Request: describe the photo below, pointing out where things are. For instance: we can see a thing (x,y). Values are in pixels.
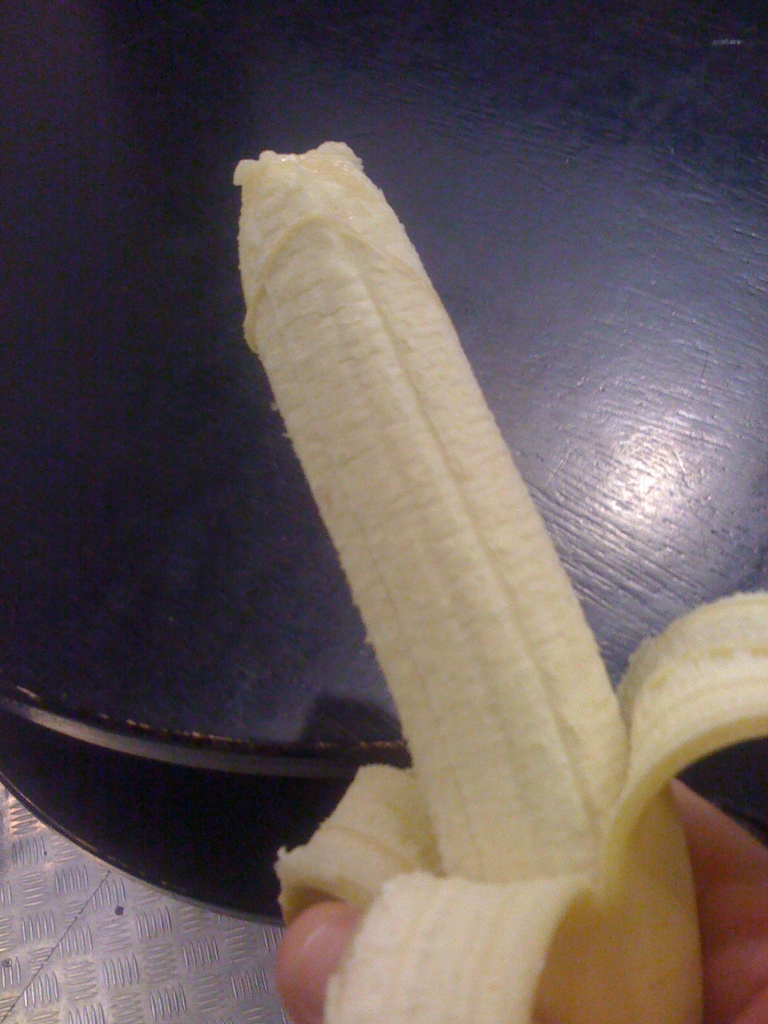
At the bottom of this image (710,864) I can see a person's hand (709,842) holding a banana (413,641). At the top (275,87) there is a table (230,150) placed on the floor (109,956).
